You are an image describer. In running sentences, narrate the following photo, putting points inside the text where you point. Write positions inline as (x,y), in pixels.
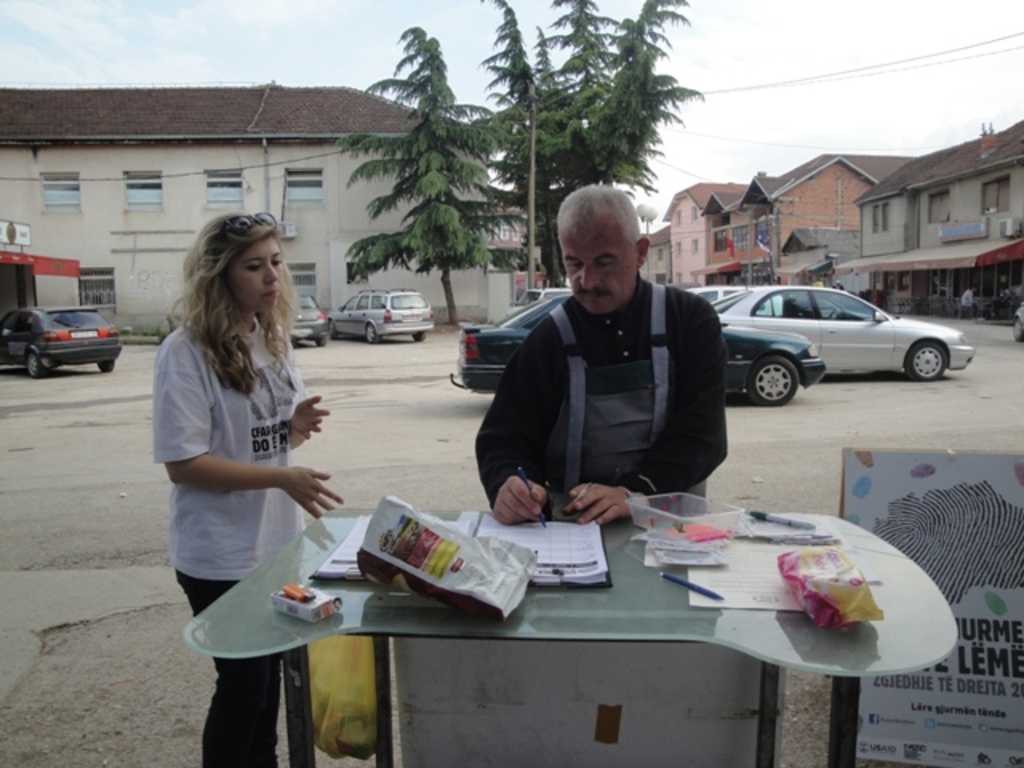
There are two persons (281,412) standing on the road (48,474). This is table (565,598). On the table (647,624) there are papers (570,526) and a box (675,514). This is board (964,505). There are cars (491,357) on the road (458,392). Here we can see some houses (795,213). There are trees (642,44) and this is sky (366,39).
